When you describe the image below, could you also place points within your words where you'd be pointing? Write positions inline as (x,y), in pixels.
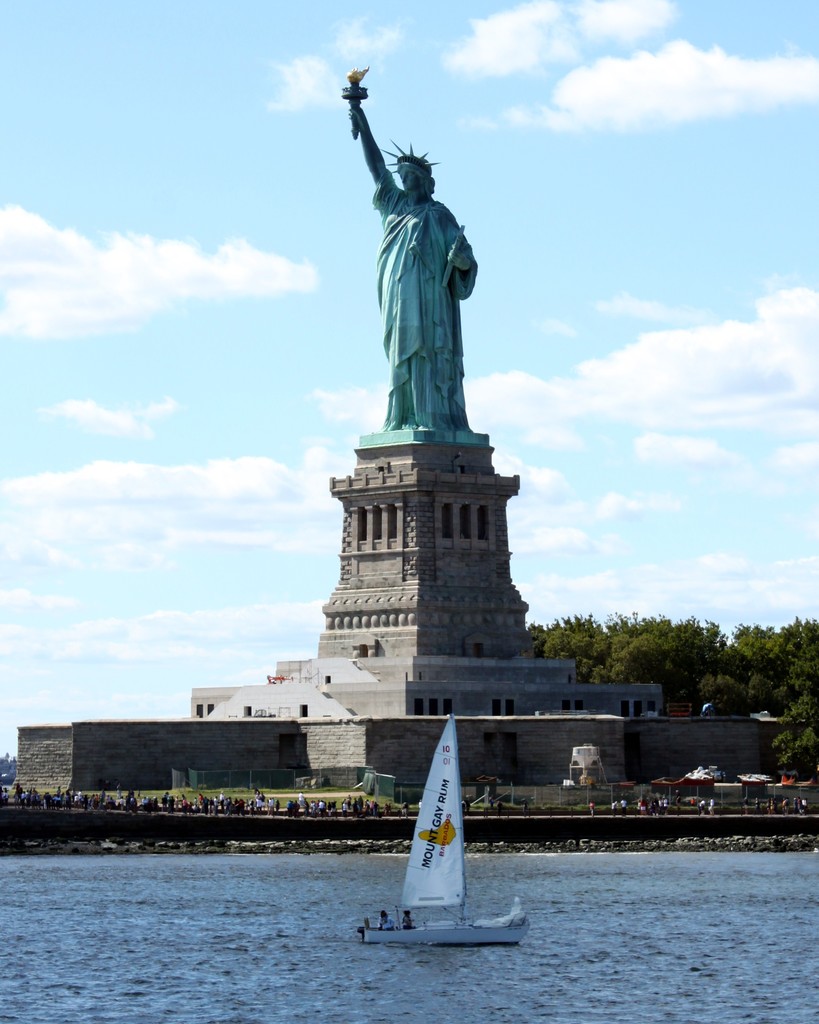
In front of the image there is a boat (440,815) in the water (563,896) with two people (408,919) in it, behind the water (279,879), there are many people (142,800) standing in front of the statue of liberty (417,278), behind the statue (427,328) there are trees (809,632), at the top of the image (761,337) there are clouds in the sky (537,514), in front of the statue of liberty (572,735) there are tents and some other objects (593,787).
